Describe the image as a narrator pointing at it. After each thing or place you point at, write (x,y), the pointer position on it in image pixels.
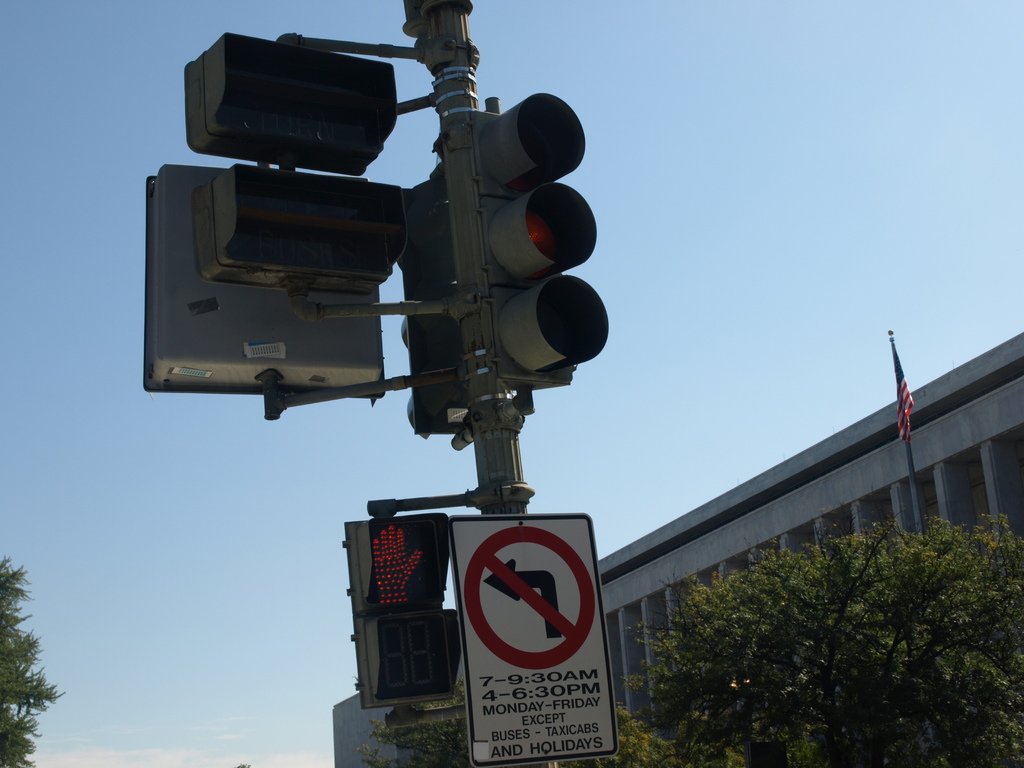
In this picture we can observe signals (489,210) fixed to the pole (457,207). We can observe a board (488,625) which is in white color. In the background (9,652) there are trees (819,594) and a building (798,517). We can observe a flag (902,398) on the right side (901,410). In the background (718,189) there is a sky (685,206).
